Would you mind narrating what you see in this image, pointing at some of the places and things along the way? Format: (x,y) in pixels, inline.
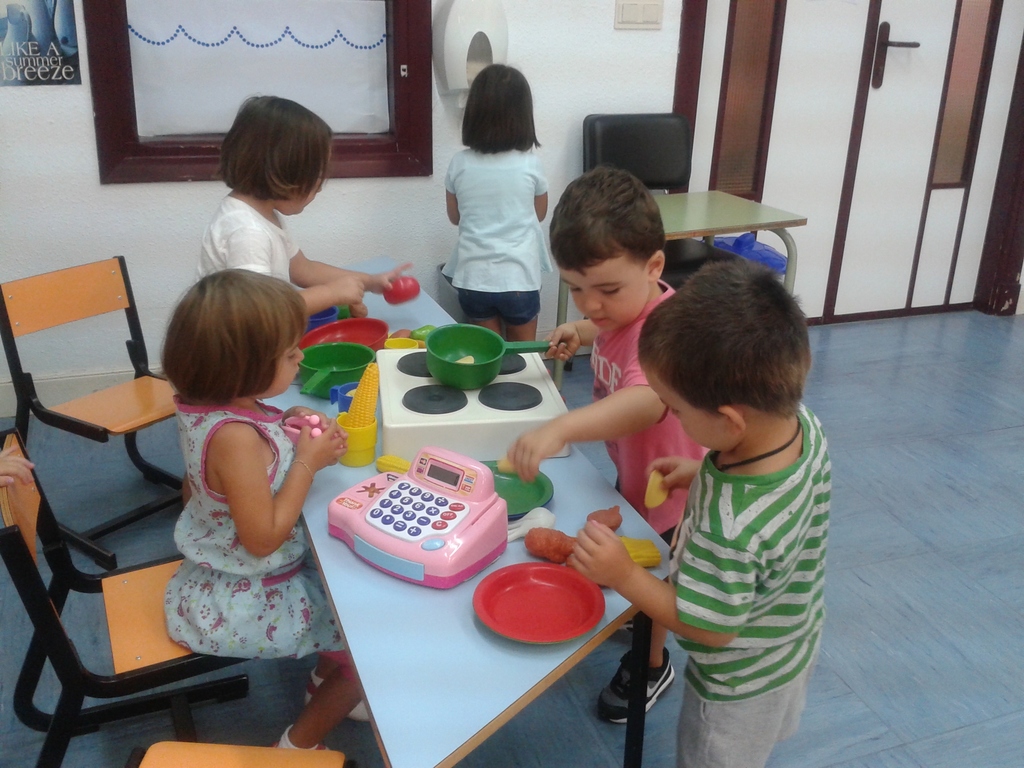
In this picture we can see group of people (713,480) few are seated on the chair (73,653) and few are standing, in front of them we can see toys (380,539). In the background (473,28) there is a tissue holder (465,45), wall frame (297,42) and a photo (58,39).
